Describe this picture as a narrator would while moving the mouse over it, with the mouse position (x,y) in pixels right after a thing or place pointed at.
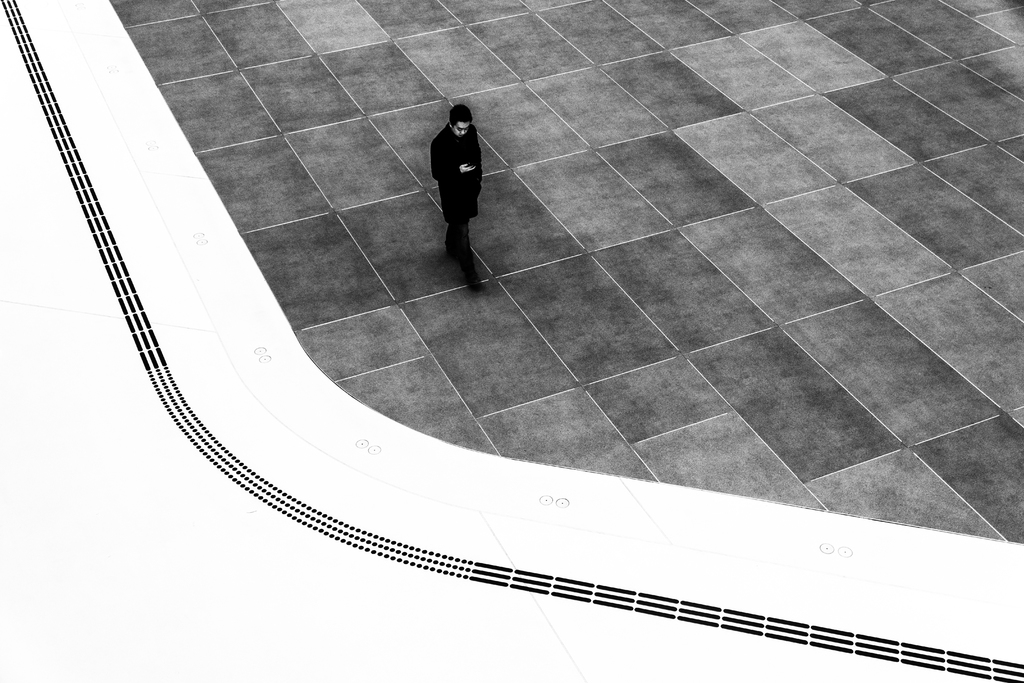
In this image we can see a person (474,190) walking on a floor (605,168).
